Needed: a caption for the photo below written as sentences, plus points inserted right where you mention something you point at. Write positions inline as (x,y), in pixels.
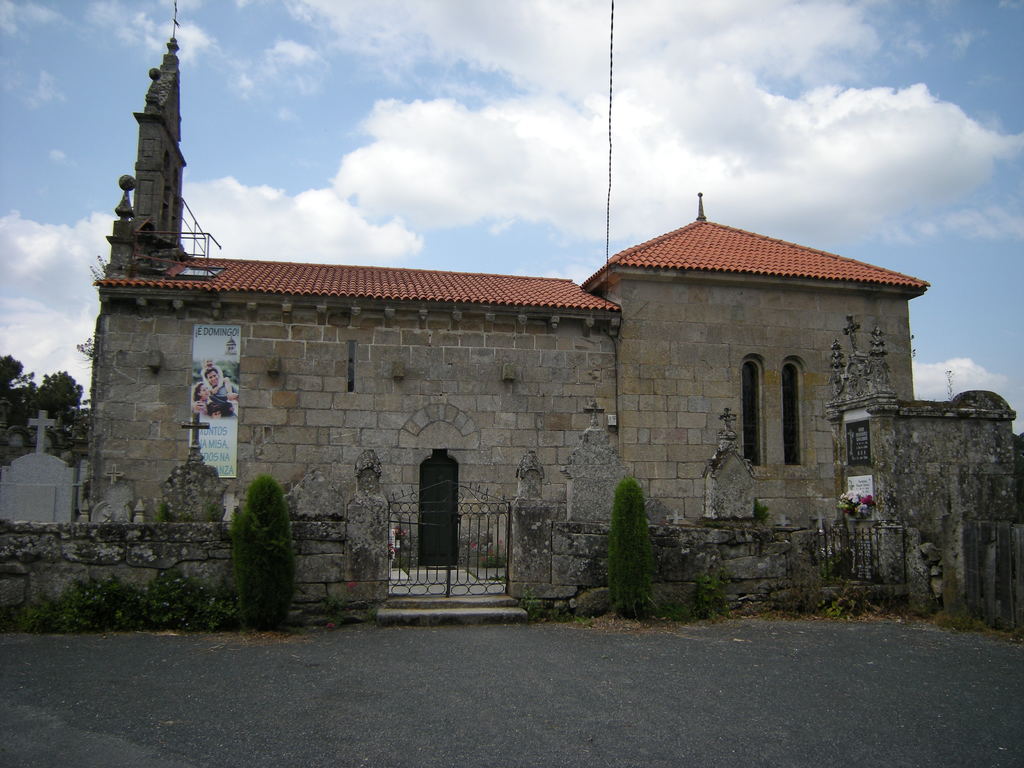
In this image in front (687,684) there is a road (539,675). In the center of the image (463,496) there is a gate (427,529). There are plants (639,602). There is a wall (16,553). There is a building (820,334). On the left side (64,515) of the image there is a stone structure (62,502) with cross symbol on it. In the background of the image (71,384) there are trees (68,390) and sky (436,98).
